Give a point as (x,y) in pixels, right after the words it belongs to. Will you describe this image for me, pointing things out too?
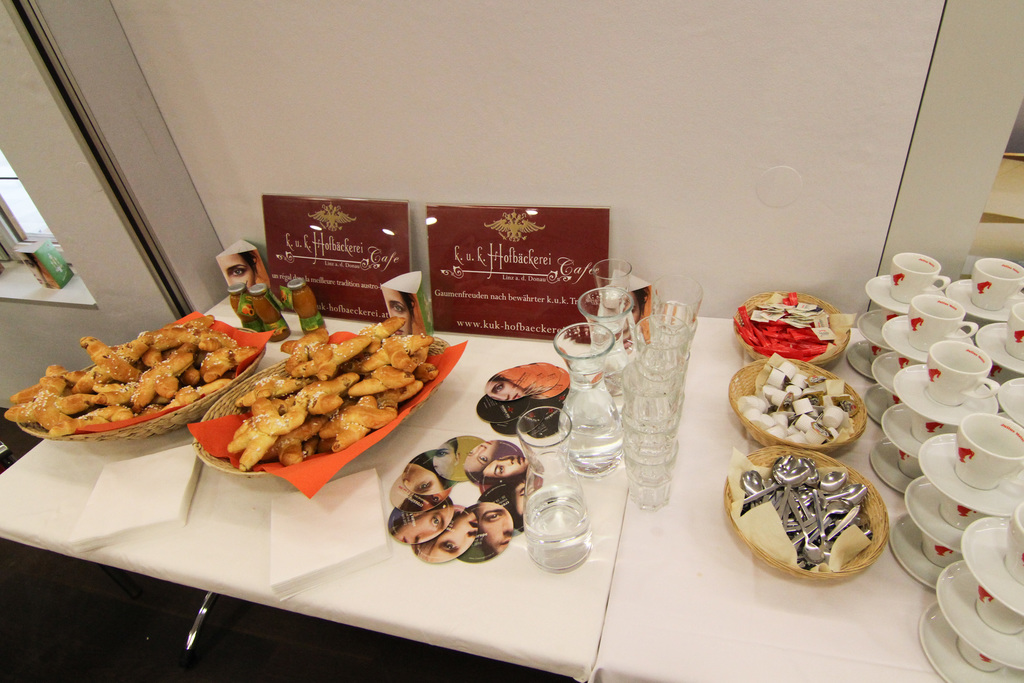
In this picture there is a table (728,656) in the center of the image (681,447), which contains trays (39,431), glasses (639,353), cups (1010,287) and saucers (990,348) and other items (415,344) on it, there is a window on the left side of the image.
